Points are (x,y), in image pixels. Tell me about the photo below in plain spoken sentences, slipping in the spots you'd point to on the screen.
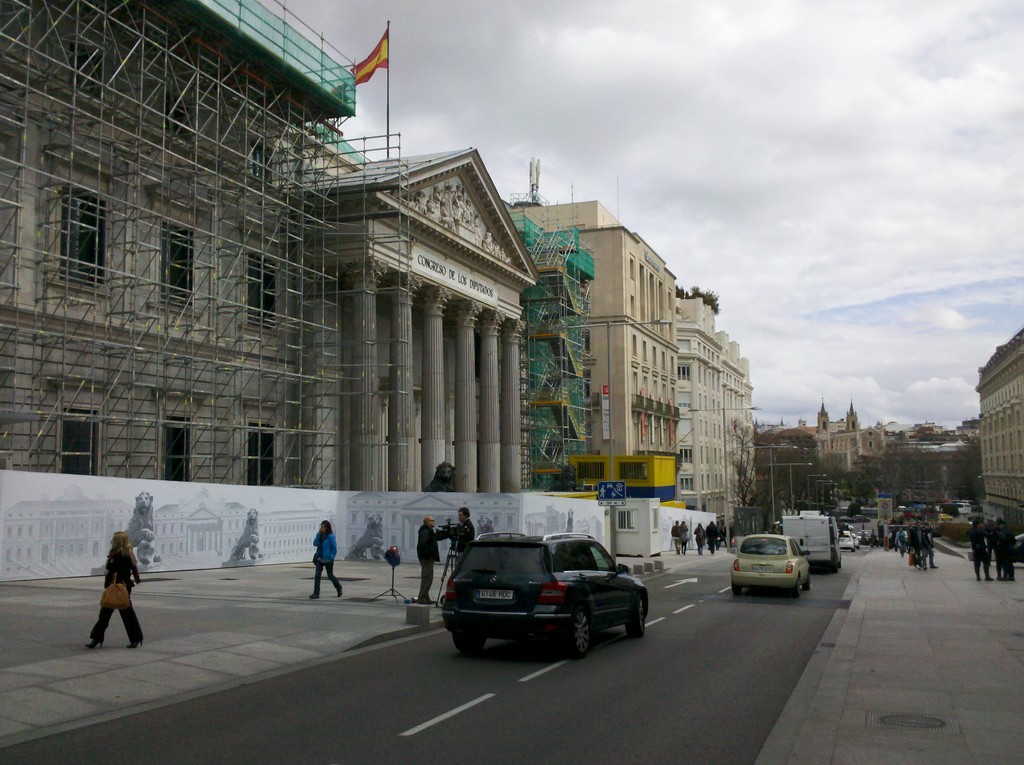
In this image there are a few cars (615,605) passing on the road (583,672), on the either side of the road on the pavement (385,578) there are a few pedestrians (432,562) walking and there are sign boards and lampposts (729,530), on the either side of the road (760,628) there are buildings (501,443) and trees (787,461), at the top of the image (742,158) there are clouds (746,199) in the sky (777,117).
